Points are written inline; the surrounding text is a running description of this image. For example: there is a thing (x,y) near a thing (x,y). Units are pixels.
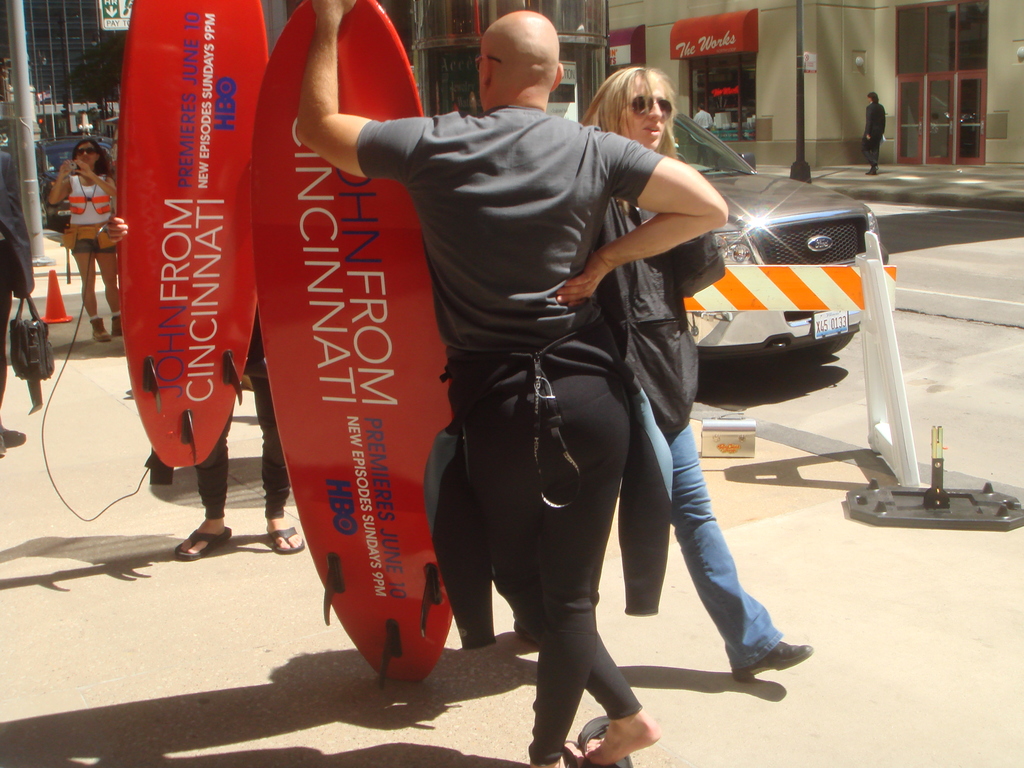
In this picture we can see some persons (406,161) walking and some are standing and in front of them they are carrying surf boards (214,270) and beside to them they have road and on road (949,401) we can see vehicle (711,156) and in background (21,137) we can see sign board (132,5), pole (24,76), doors (934,79), shops (713,89).
